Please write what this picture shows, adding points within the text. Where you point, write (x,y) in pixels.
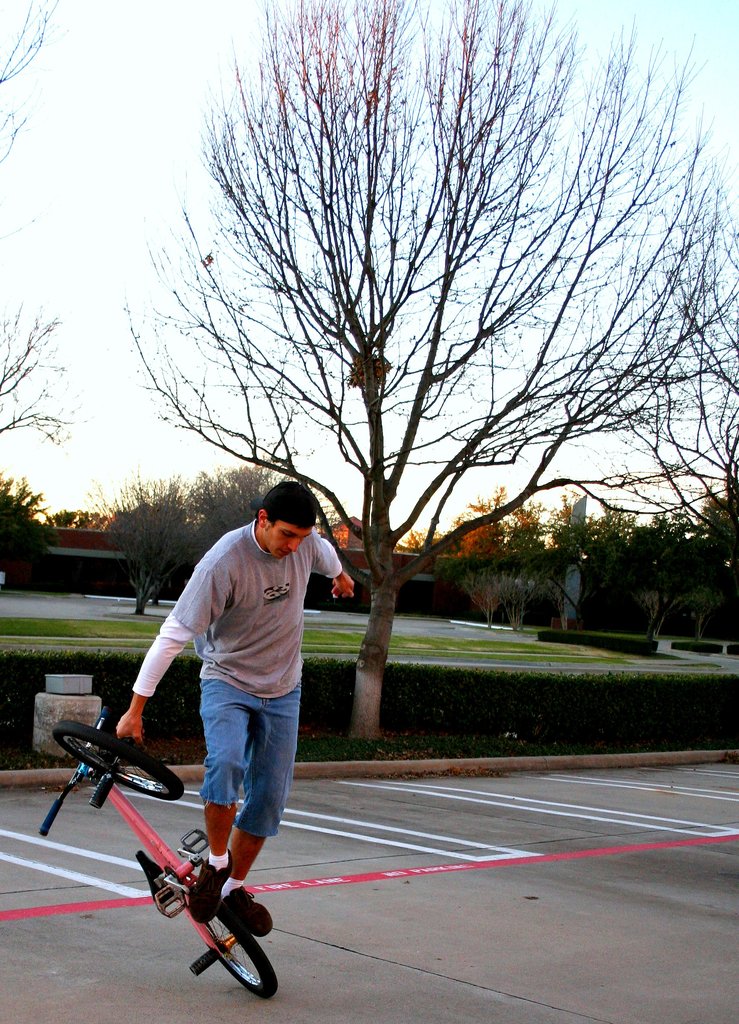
There is a person (281,561) in gray color t-shirt (279,607) standing on the pedals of the wheel (234,934) of a bicycle (238,942). Which is based on the one wheel (264,989). And the person (273,639) is holding pedal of another wheel (109,748) of that bicycle (172,853). In the background (396,445), there is a tree (360,730) near plants (675,698), there is grass (445,647) on the ground (104,612), there are plants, trees (581,615) and there is sky (170,52).
